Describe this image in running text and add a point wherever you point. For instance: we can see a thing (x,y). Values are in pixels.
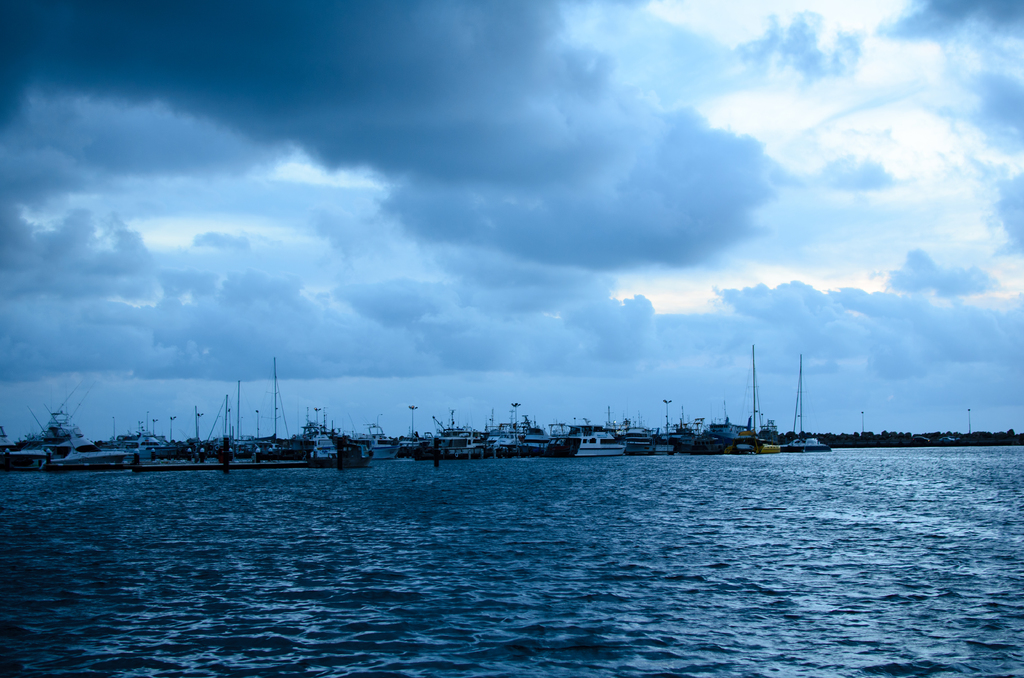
These are the clouds (433,236) in the sky (435,178). I can see the boats (75,444) on the water (589,534). In the background (861,435), I think these are the trees (902,439).
